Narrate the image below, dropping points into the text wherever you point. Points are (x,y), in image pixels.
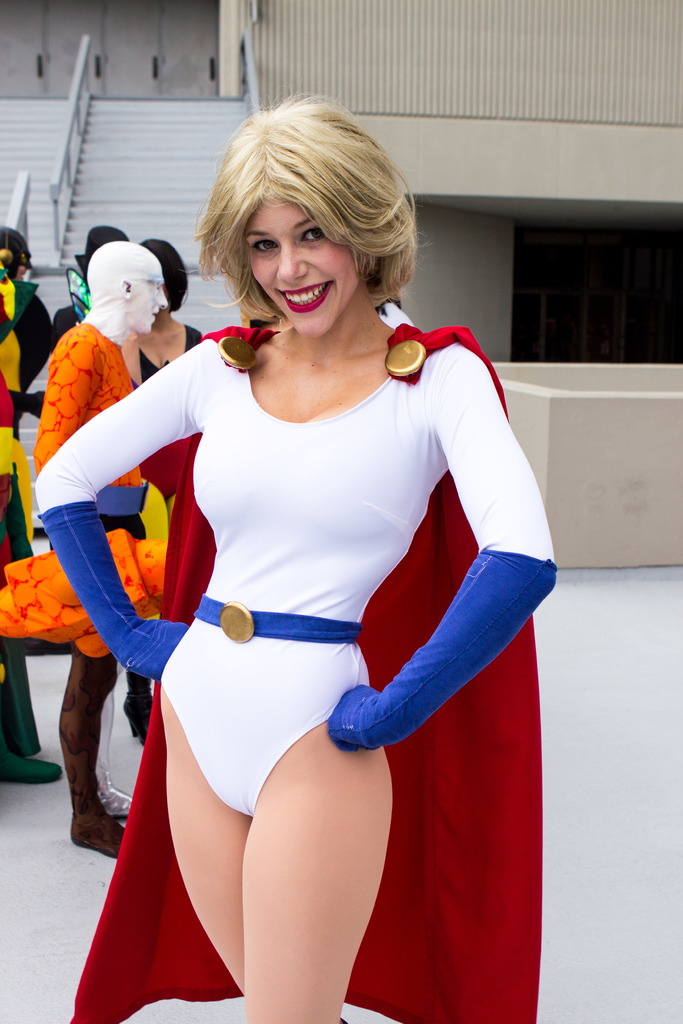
In the center of the image (323,600) we can see a lady (268,778) standing and smiling. She is wearing a costume (302,487). In the background (107,365) there are people (89,296), stairs (107,161) and a wall (451,233). On the right (562,364) there is a low wall (610,458).
